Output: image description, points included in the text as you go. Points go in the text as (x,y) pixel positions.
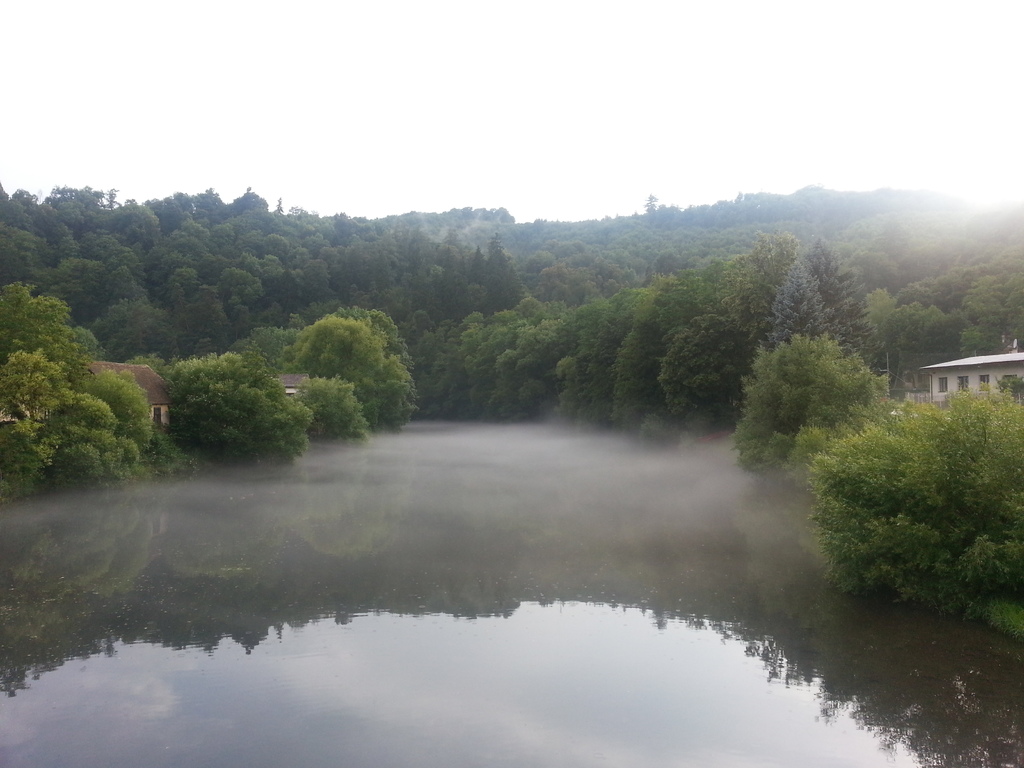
In this picture, we can see water (308,688), trees (391,398), houses (931,389) and sky (404,102).
